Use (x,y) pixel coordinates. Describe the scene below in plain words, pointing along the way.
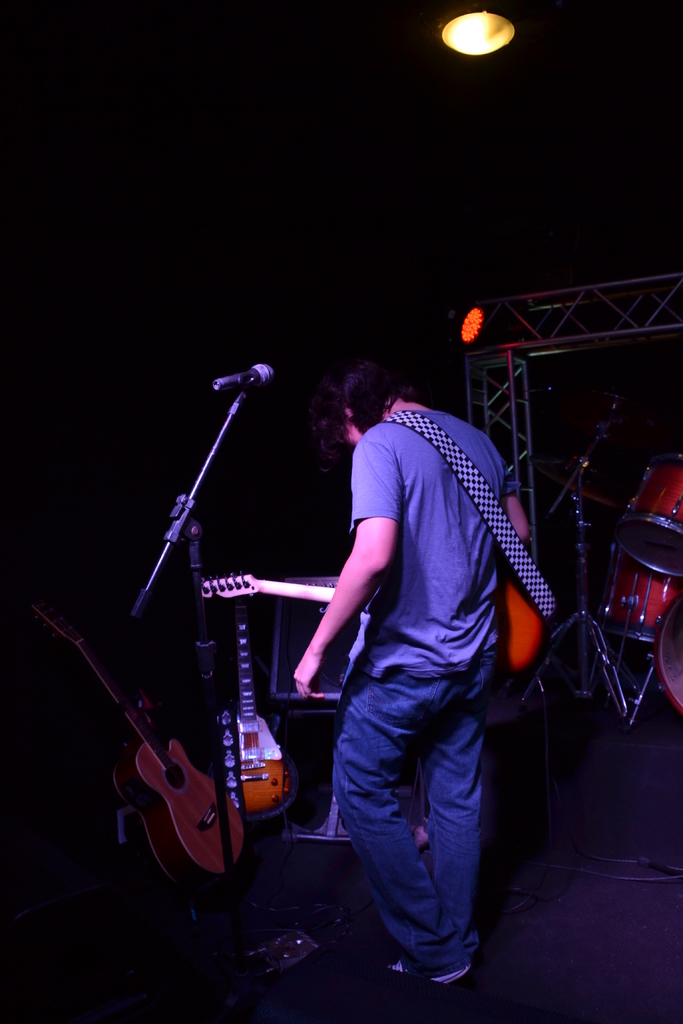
One man (431,675) is standing in a blue dress (441,610) and holding a guitar (506,642) in front of a microphone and there are guitars (250,693) and drums (625,576) present in the picture.
